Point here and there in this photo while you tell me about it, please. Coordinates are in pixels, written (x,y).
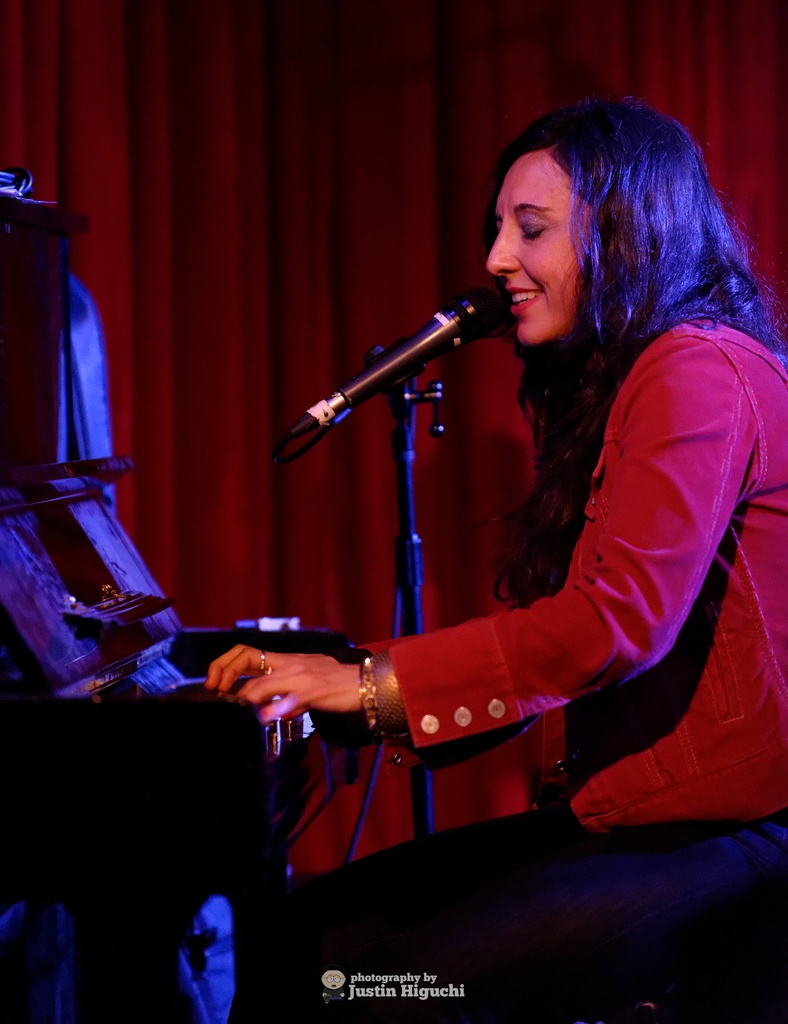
In this picture a woman (581,532) is sitting on a chair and she is singing, and here is a microphone (390,374) with a stand (405,546), and she is playing piano (242,711). and behind it here is a curtain (356,177).
